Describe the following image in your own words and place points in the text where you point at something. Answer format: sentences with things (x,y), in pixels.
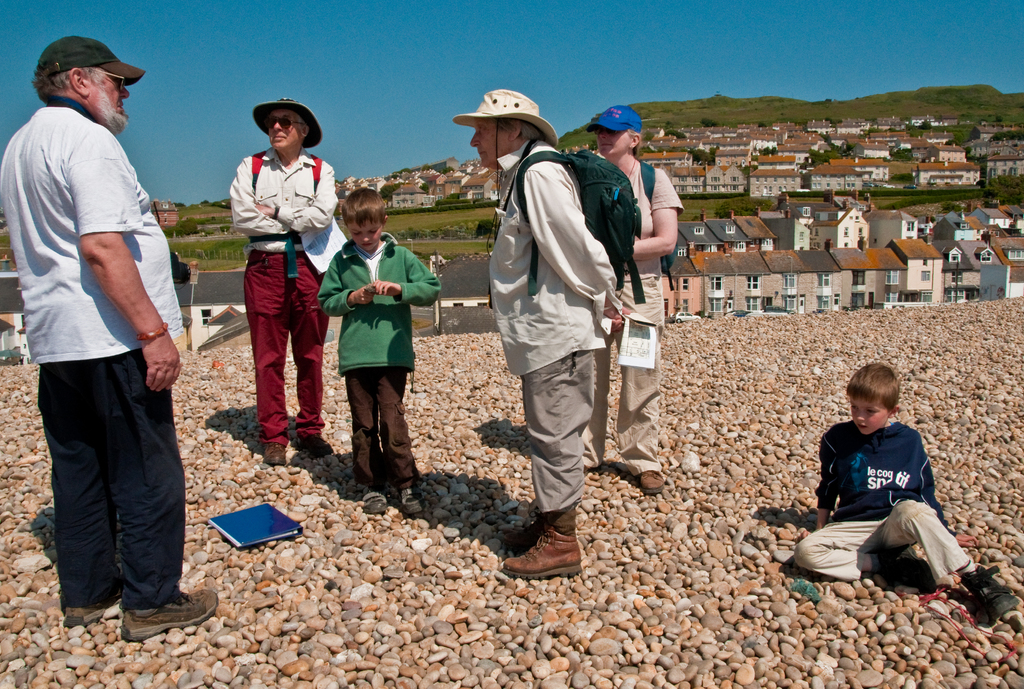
In this picture we can see some people (537,189) standing on stones (677,552), book (247,540), buildings (239,334) with windows (720,278), mountains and in the background (475,29) we can see the sky (551,77).
